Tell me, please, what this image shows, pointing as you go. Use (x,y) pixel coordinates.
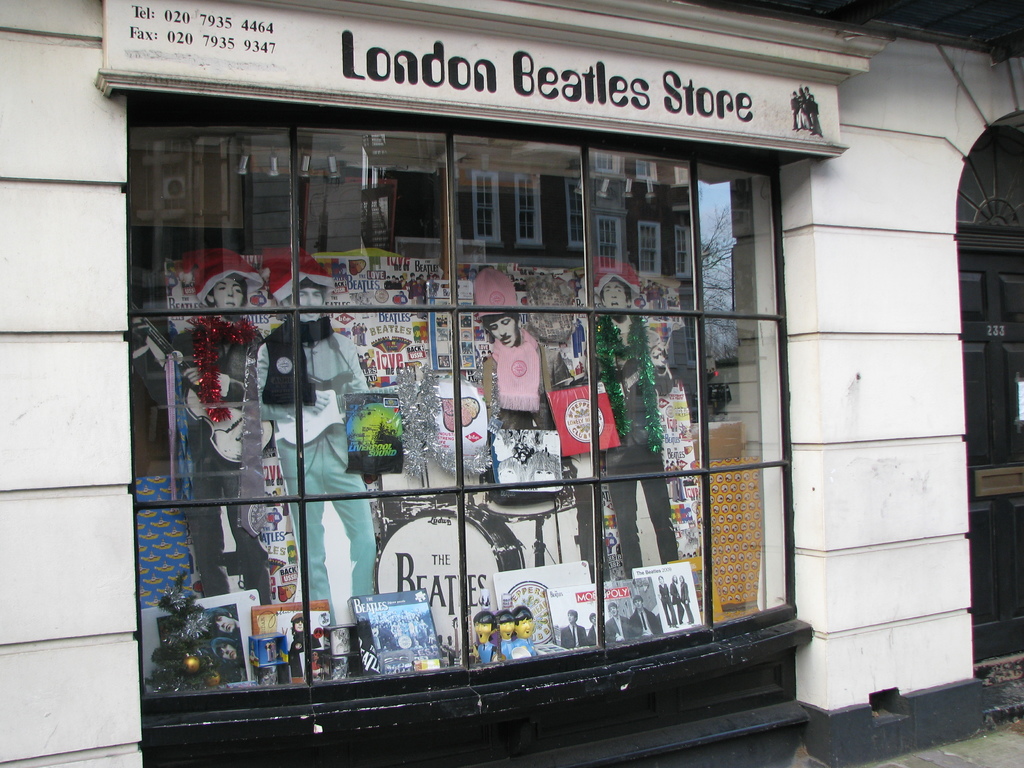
In this picture we can see the front view of the shop (311,407) with some statue (332,429) and books (552,640) inside the shop (525,101). Above on the naming board (366,79) we can see "London Beatles store".
